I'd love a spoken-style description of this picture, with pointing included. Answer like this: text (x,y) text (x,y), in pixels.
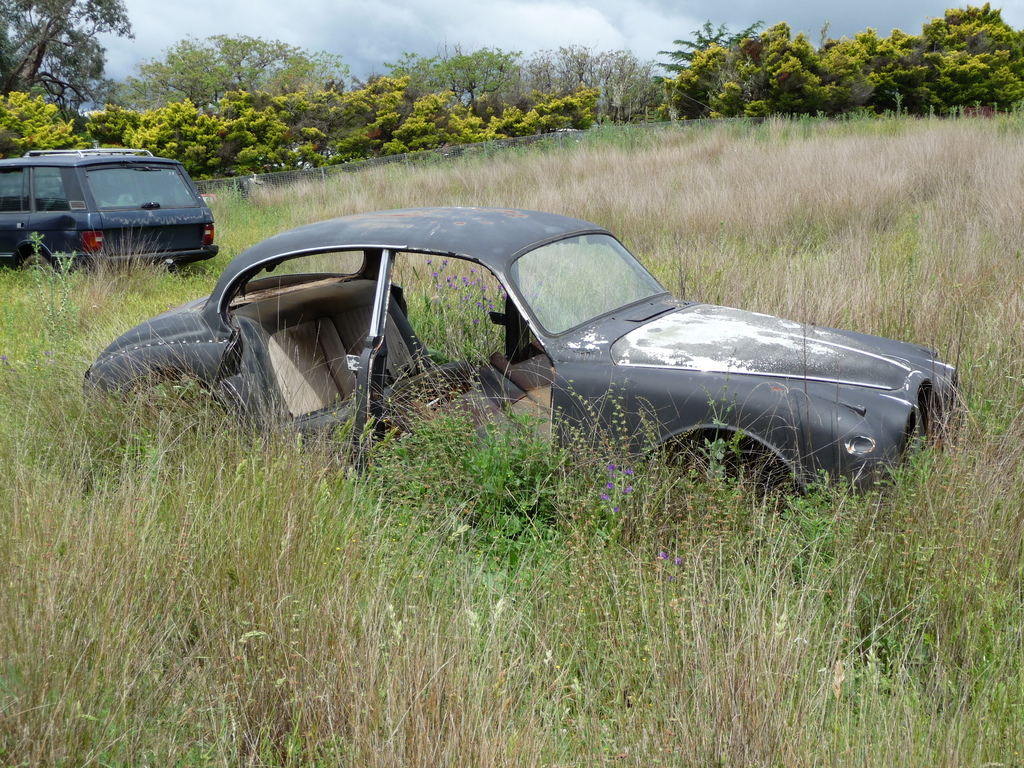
In this image, there are two cars (297,398) and the plants (532,190). In the background (332,101), there are trees (491,85) and the sky (437,12).
